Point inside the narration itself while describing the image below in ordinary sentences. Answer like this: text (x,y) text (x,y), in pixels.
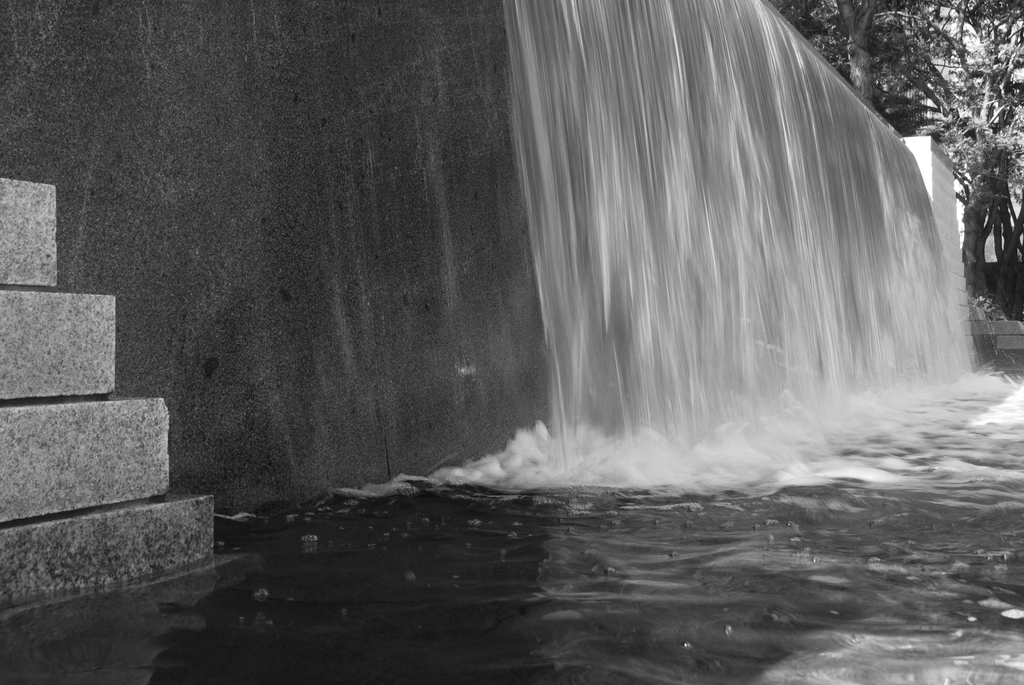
In this picture there is a waterfall (714,317). At the back (1004,192) there is a building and there are trees (880,1). At the bottom (601,627) there is water (601,627).
